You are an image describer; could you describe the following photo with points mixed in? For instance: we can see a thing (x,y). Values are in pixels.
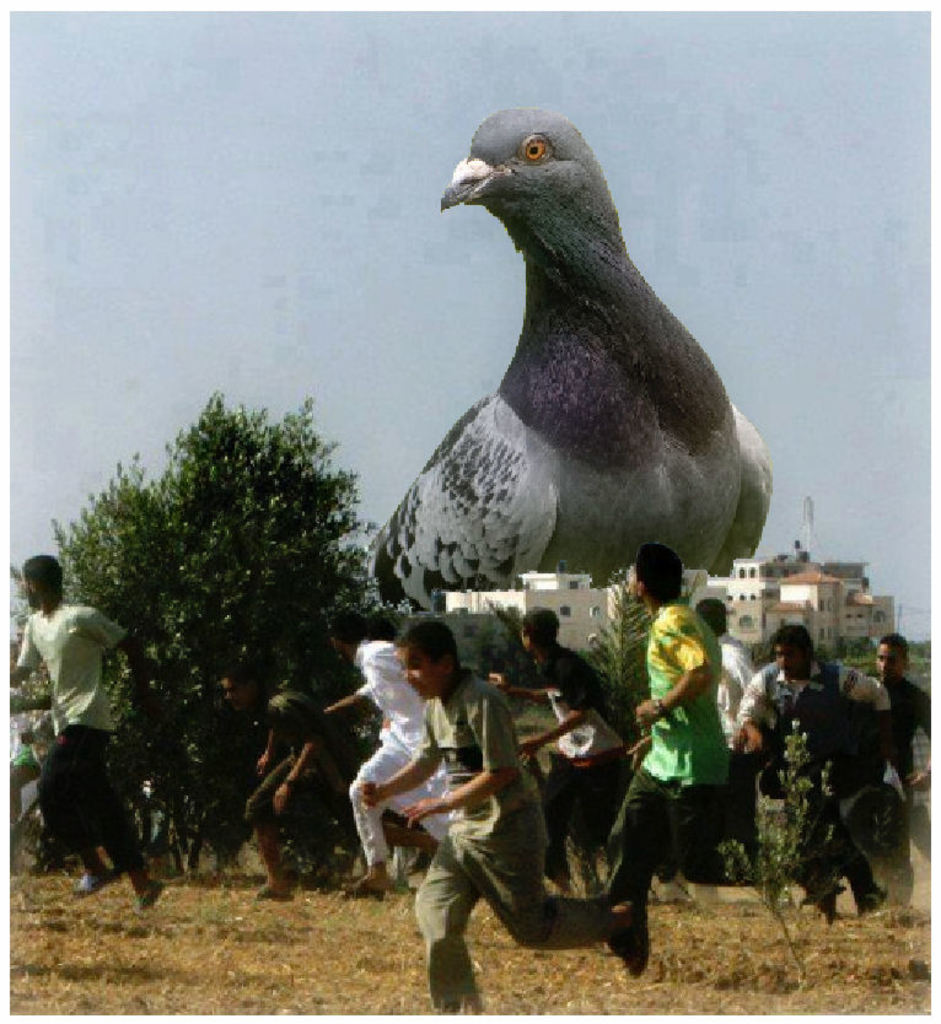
In this image we can see few persons (336,708) are running, also we can see some buildings (527,582), trees (341,601), a bird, also we can see the sky (632,250).
